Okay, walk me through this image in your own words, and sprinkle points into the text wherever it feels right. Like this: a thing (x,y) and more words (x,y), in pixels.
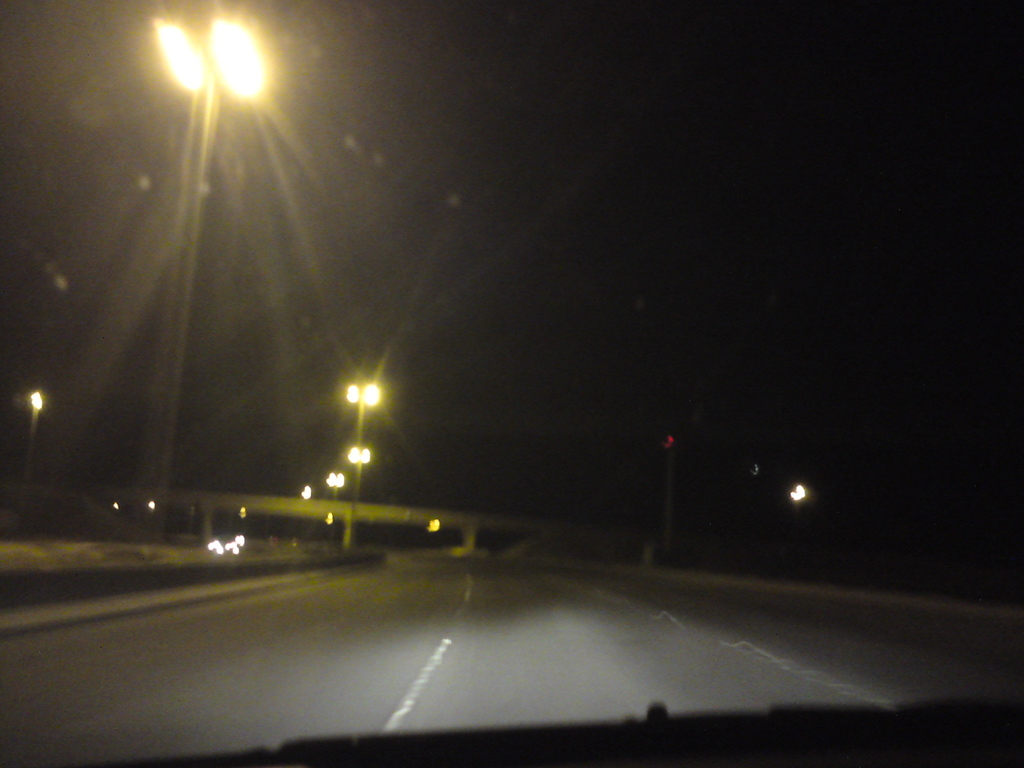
In this image there is road (520,641), there is pole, there are lights (373,398) attached to the pole (363,407), there is a bridge (318,502).
